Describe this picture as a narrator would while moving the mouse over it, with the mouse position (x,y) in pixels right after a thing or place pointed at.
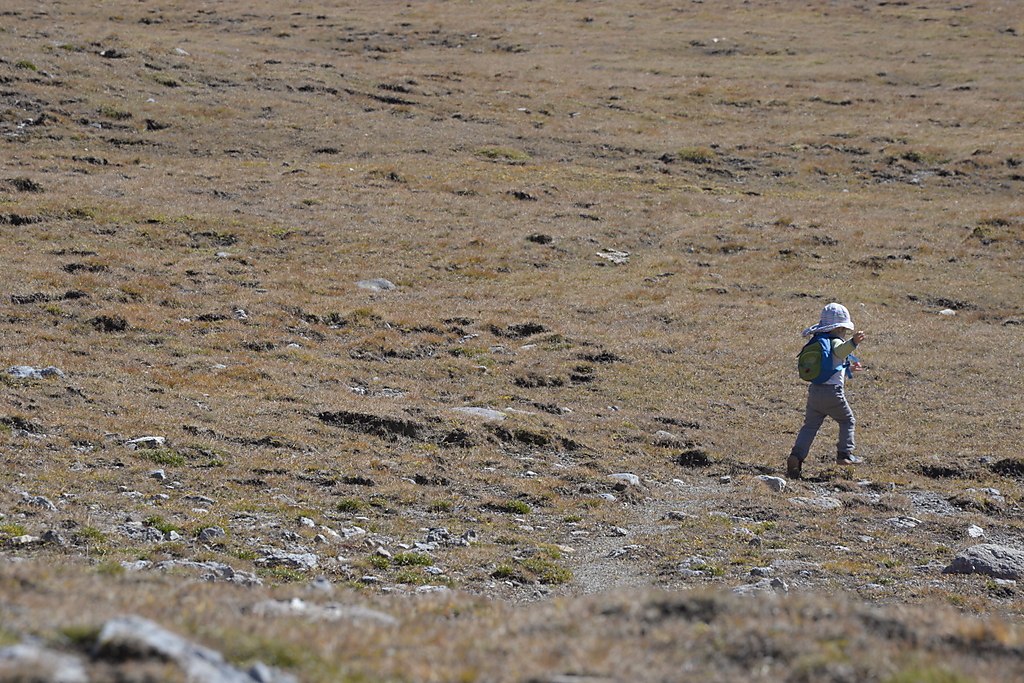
On the right (831,394) a kid (826,412) is running the ground (782,401) by carrying a bag (825,378) on the shoulders (839,349) and there is a hat (837,318) on the head (846,337) and on the ground (322,578) we can see grass (346,409) and stones (180,565).
